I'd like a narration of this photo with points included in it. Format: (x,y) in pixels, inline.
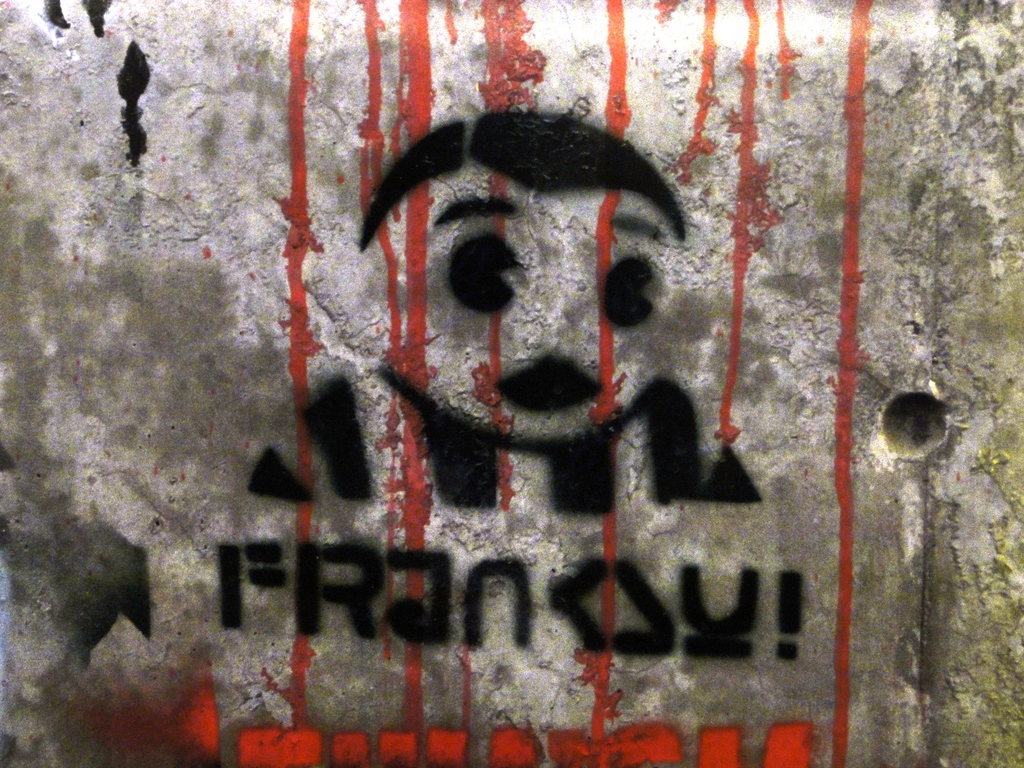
In this picture we can see a wall (898,286) here, we can see a painting (508,495) on the wall (507,547).
